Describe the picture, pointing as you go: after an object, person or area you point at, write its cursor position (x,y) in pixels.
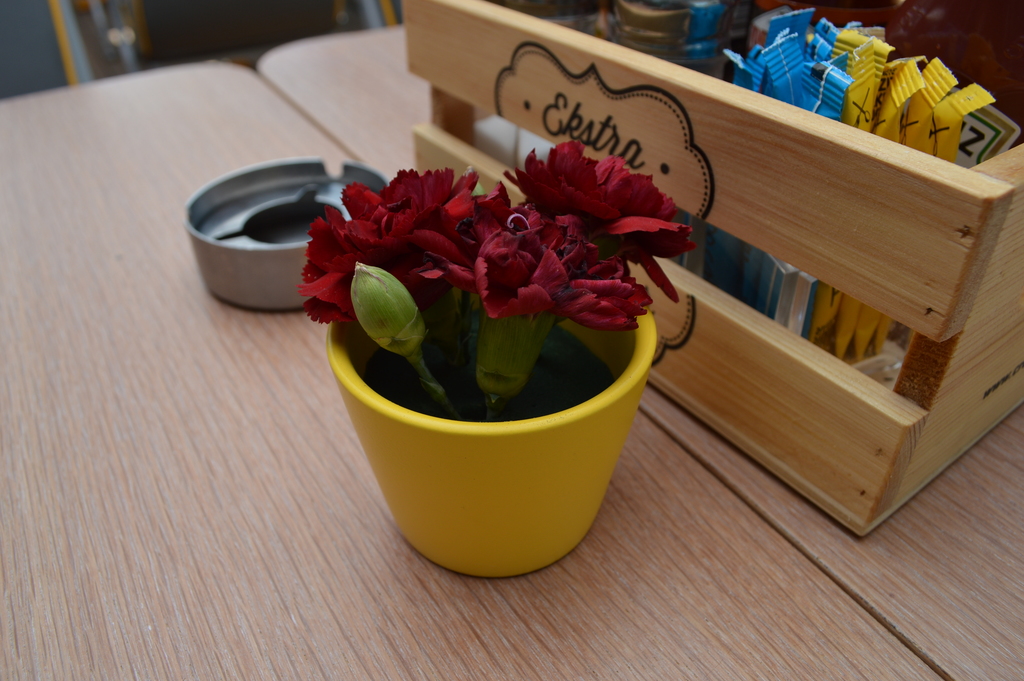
There is a wooden surface (173,322). On that there is a yellow pot (457,419) with flowers (456,315), wooden basket (845,228) with some items (835,86) and an ashtray (244,244).
